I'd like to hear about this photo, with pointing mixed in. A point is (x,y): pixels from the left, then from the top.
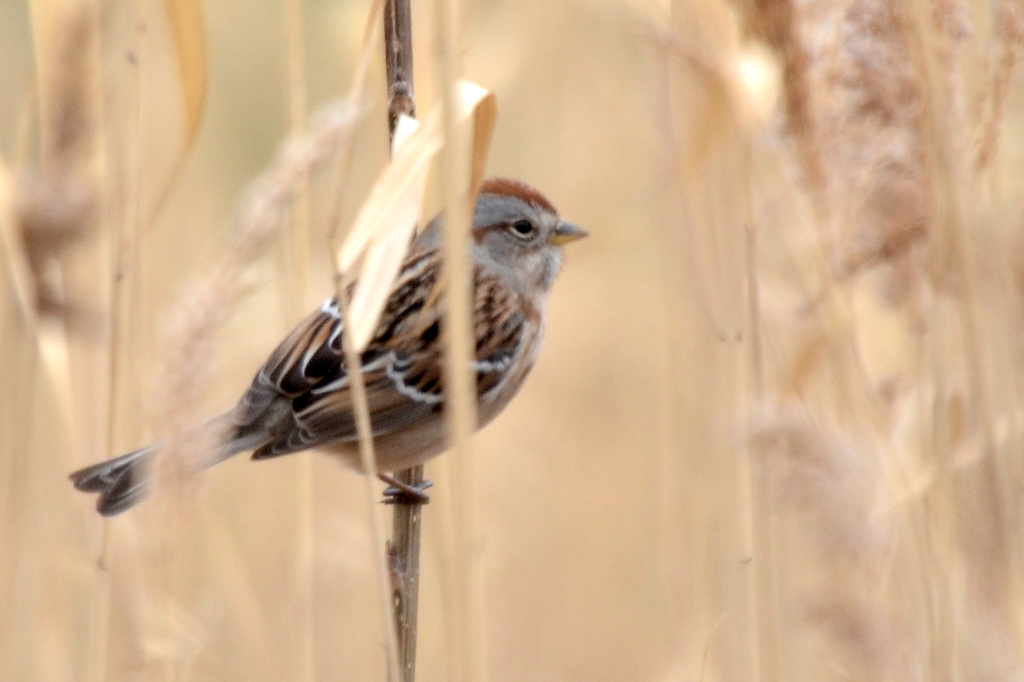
In the middle of this image (425,361) there is a bird (282,394) on a stem (397,577). Around this there are few plants (66,327).
